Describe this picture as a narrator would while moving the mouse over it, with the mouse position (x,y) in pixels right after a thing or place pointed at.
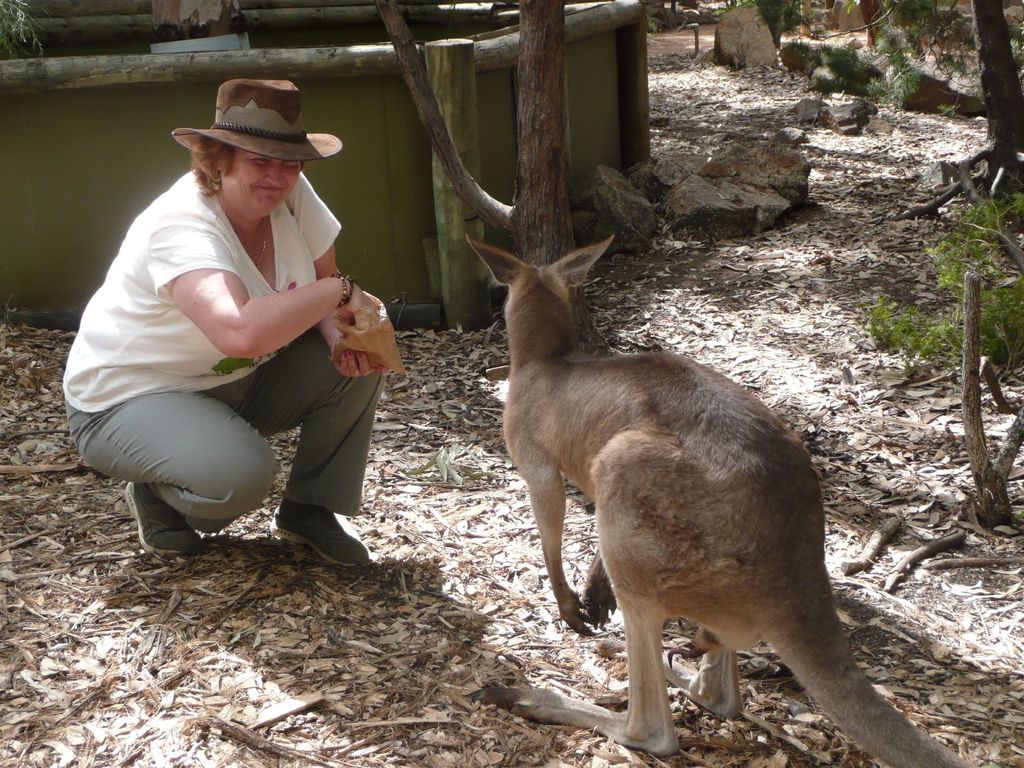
In this image I can see the people (283,418) is holding something and the animal (658,473) is in brown and white color. I can see few trees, rocks (764,163), few sticks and the wall (378,160).
